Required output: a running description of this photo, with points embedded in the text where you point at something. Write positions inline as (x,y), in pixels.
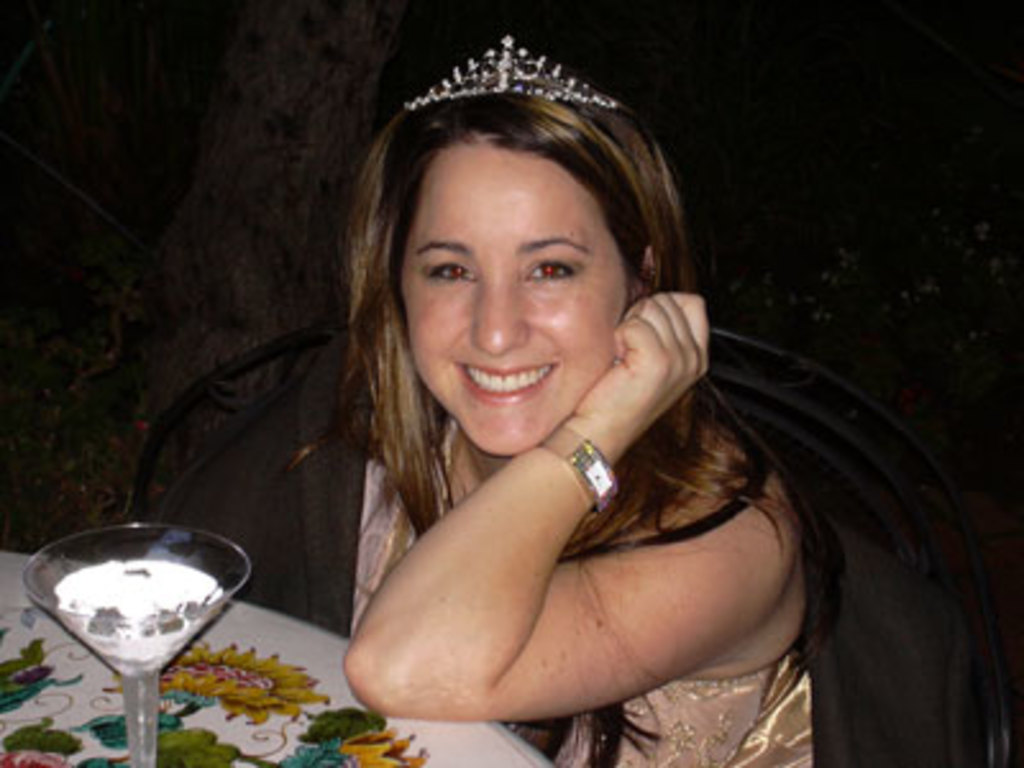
In this image we can see a lady (479,347) wearing crown (425,103) and watch (593,473). And she is sitting. In front of her there is a table (198,651). On the table (272,641) there is a glass (102,632).
